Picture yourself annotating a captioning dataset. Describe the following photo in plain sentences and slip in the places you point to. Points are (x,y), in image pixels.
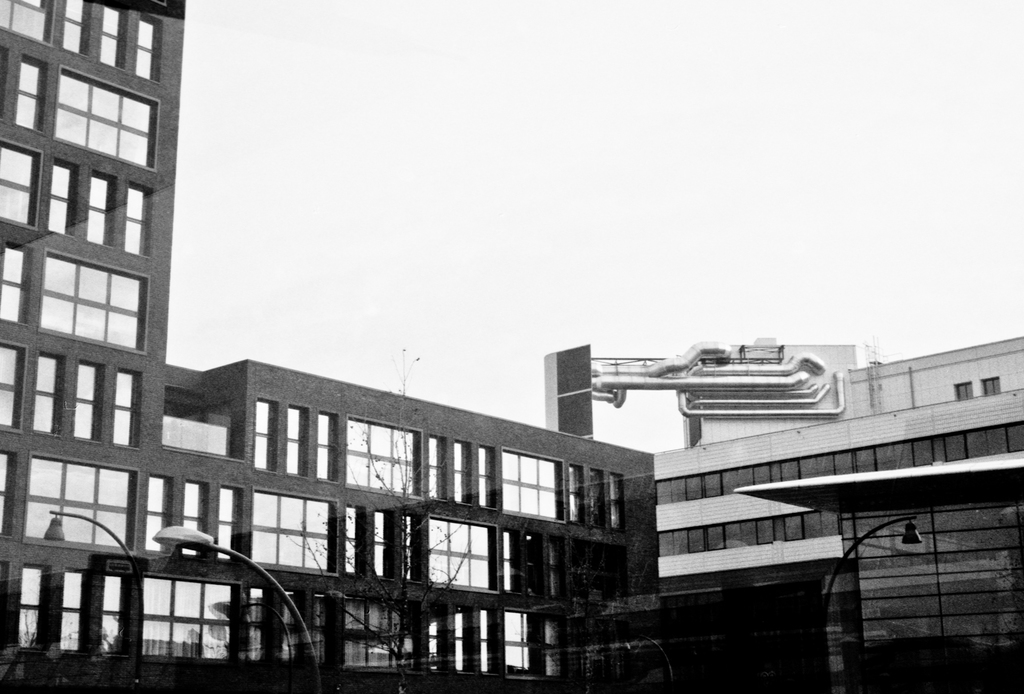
In this picture we can see buildings (87,585), poles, lights (174,544), trees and in the background (537,359) we can see the sky (542,101).
